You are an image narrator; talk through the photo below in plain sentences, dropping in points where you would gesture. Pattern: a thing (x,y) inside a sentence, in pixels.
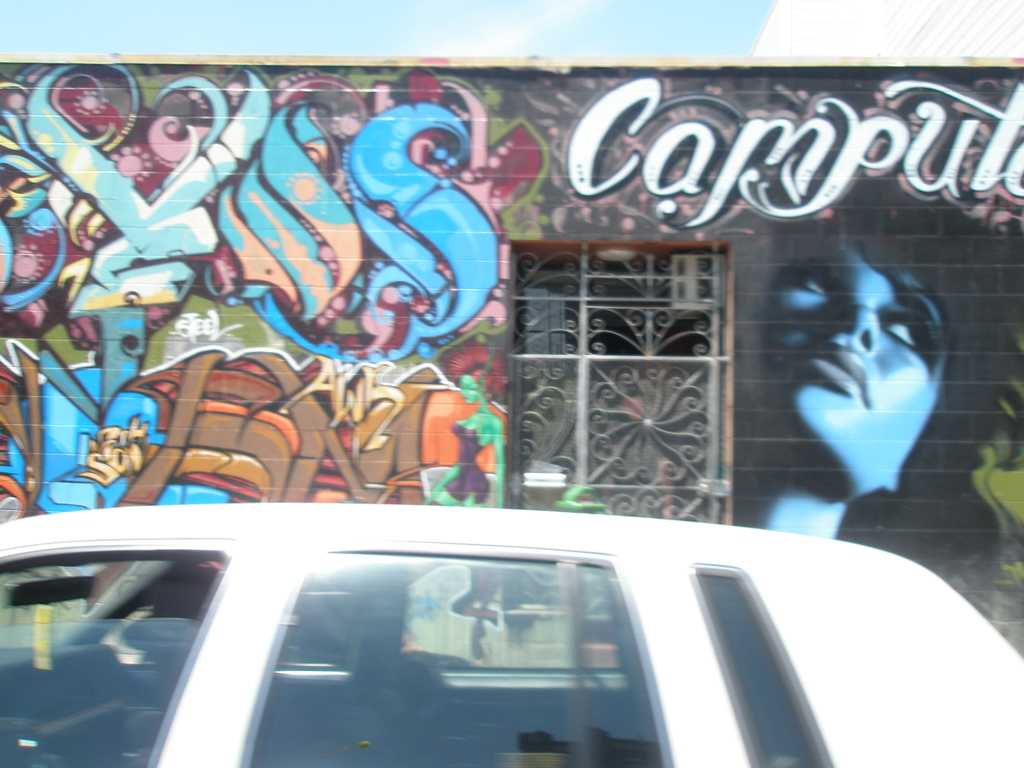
In this image I can see a white car (566,520). There is a spray paint wall (397,269) at the back (587,373) which has a window (582,386).
